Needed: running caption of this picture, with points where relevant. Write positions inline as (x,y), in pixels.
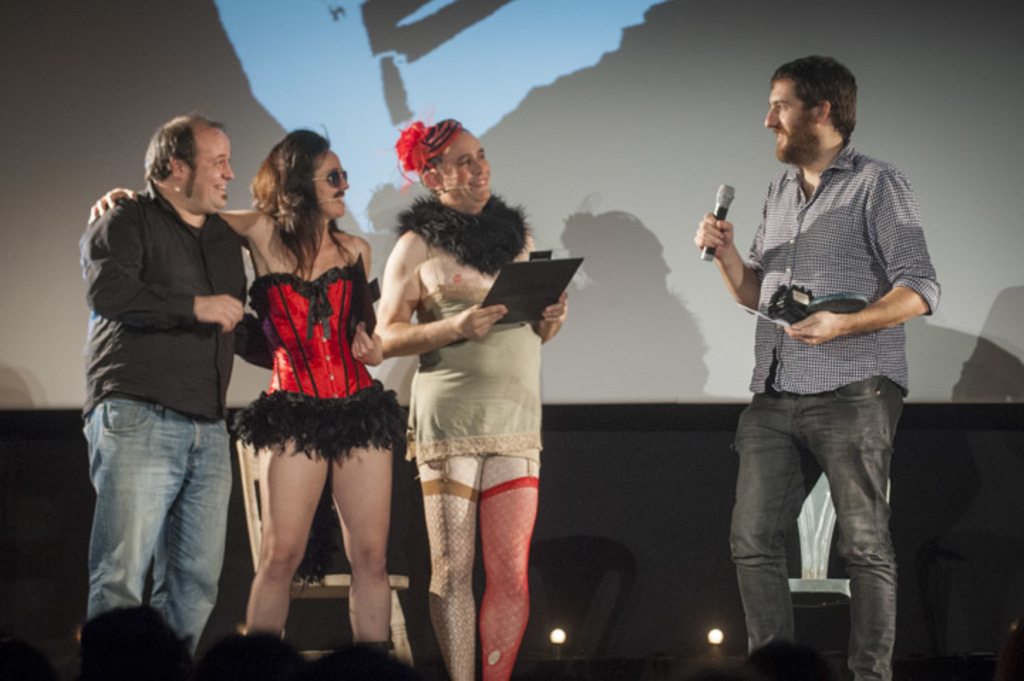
As we can see in the image there are four people (148,334) standing in the front (392,433). Behind them there is a wall (612,134) and the man (834,195) who is standing on the right side (881,259) is talking on mic (718,217).
